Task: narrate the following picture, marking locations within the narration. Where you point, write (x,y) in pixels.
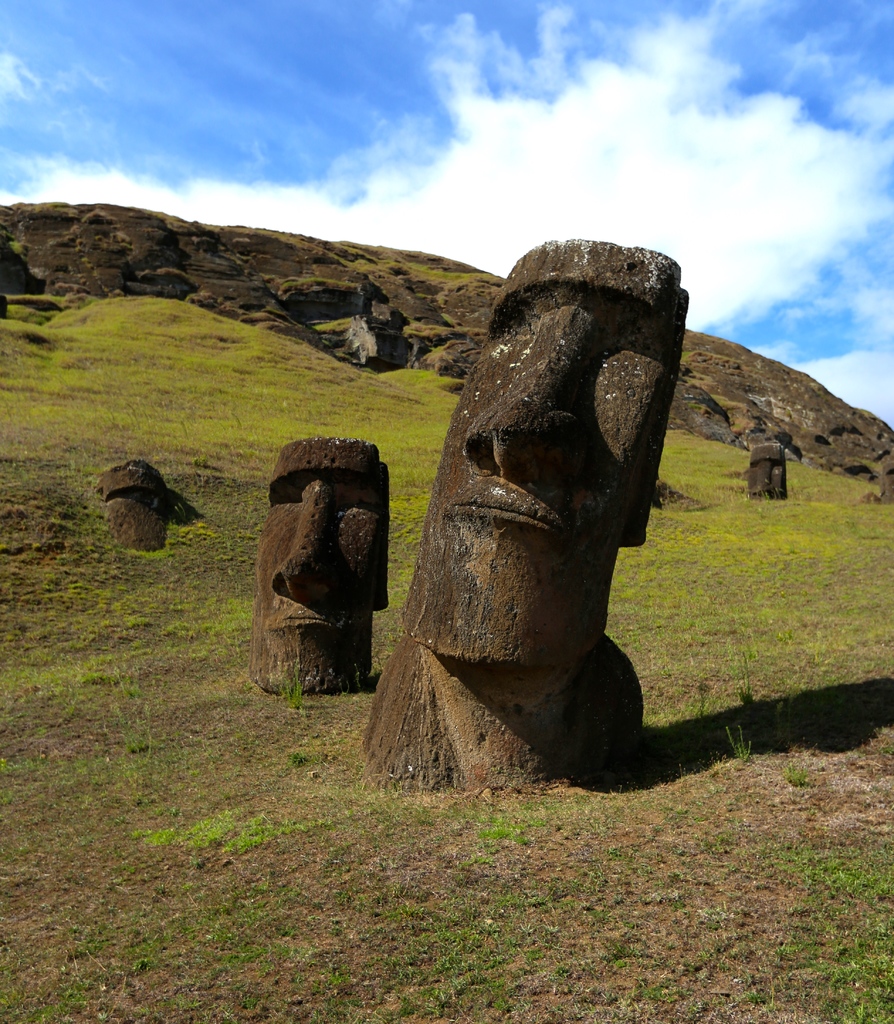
In this picture we can observe sculptures (542,553) on the ground (162,620). There is some grass (520,806) on the ground (257,417). We can observe a hill (220,276). In the background (327,142) there is a sky (399,134) with some clouds (516,148).
